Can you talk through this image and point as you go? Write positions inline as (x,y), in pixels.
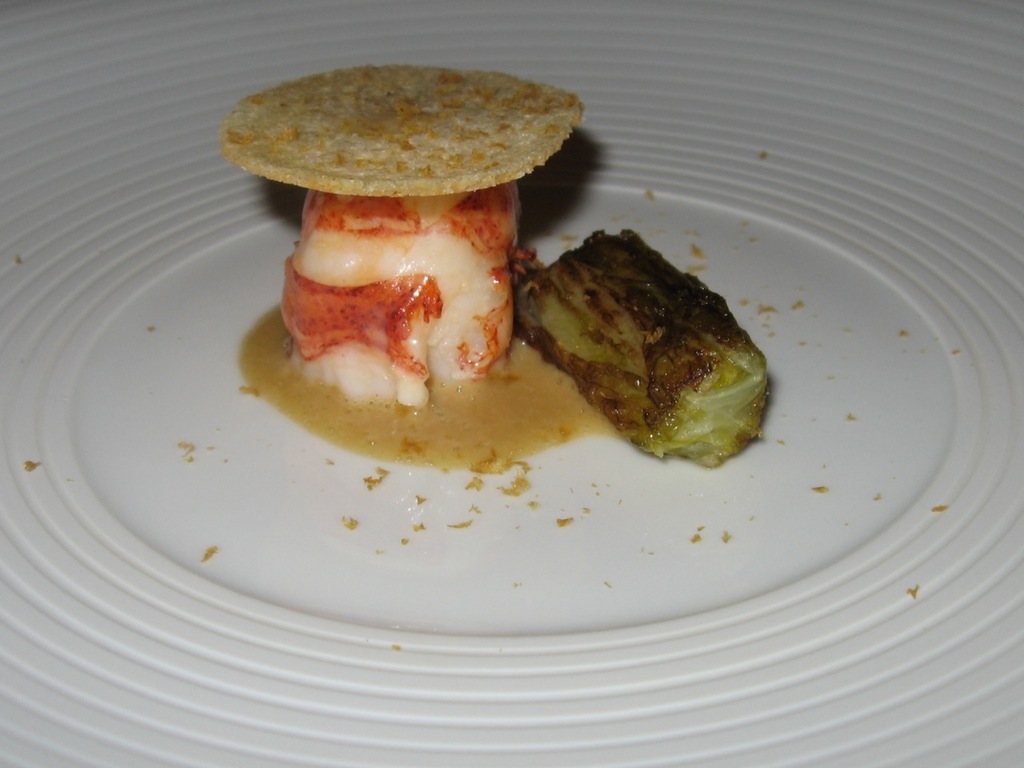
In this image I can see a white colour thing (128,641) and on it I can see different types of food (456,276). I can see colour of these food (476,337) are white, black, red and cream.
